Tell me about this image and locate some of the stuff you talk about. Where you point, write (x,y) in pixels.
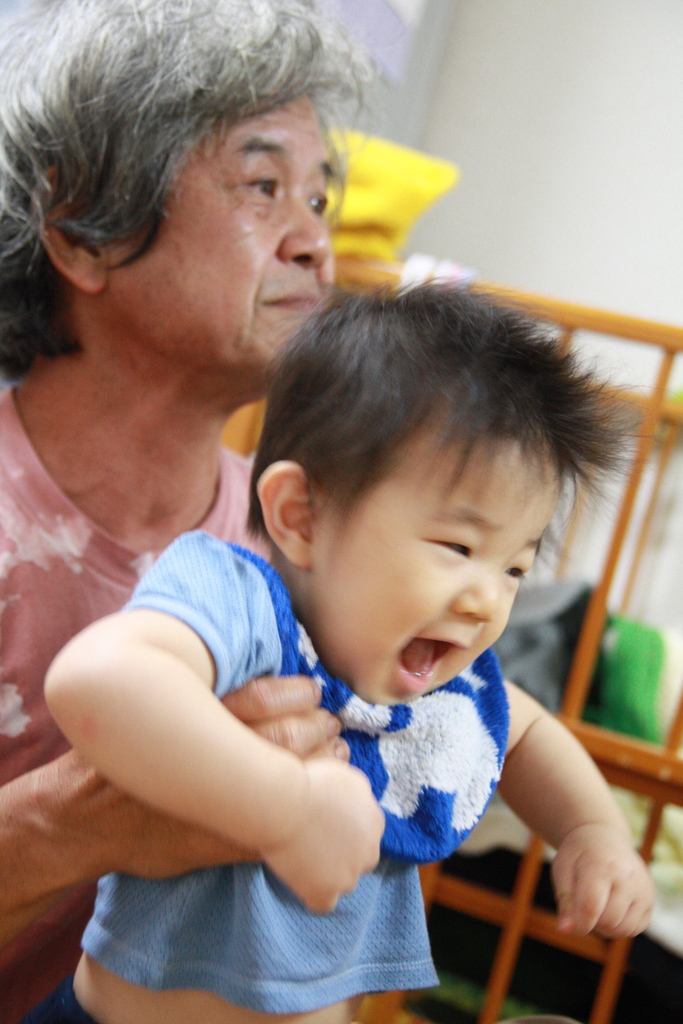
In this image we can see a woman (115,396) holding a kid (393,539). In the background (635,726) we can see the bed (617,754) with the wooden fence (610,742) and also clothes (406,185). Wall (551,294) is also visible.
